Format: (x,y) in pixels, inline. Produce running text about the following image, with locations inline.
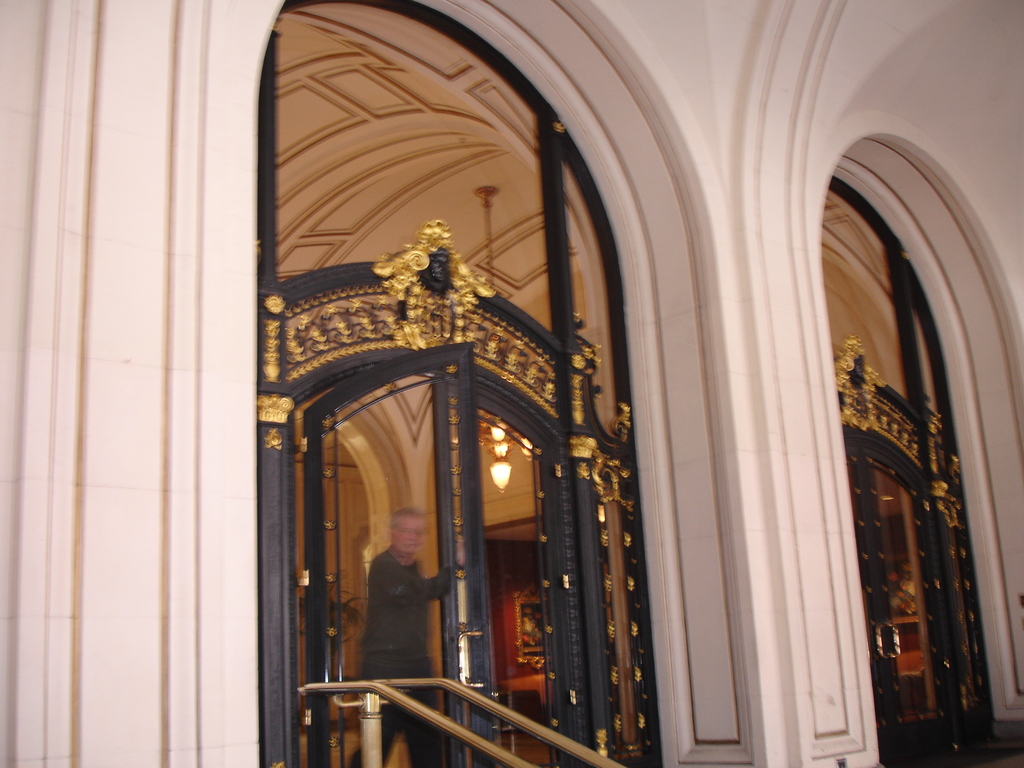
In this image we can see the walls (754,109), roof (446,143) and doors (509,412), a person (396,534) is opening the door (477,623).
